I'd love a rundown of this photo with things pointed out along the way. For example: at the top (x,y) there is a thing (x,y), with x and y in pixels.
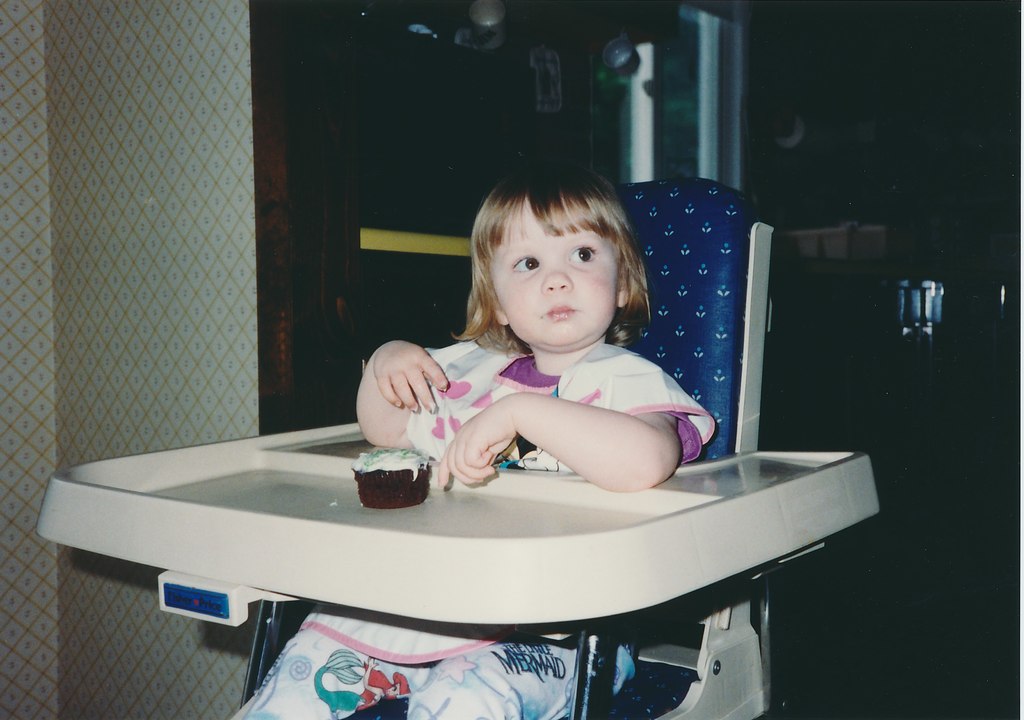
In this picture there is a kid (510,377) sitting in a chair (387,513) and eating a cupcake (412,459), behind her there are many objects (636,99). On the left (105,165) it is wall (134,268).
